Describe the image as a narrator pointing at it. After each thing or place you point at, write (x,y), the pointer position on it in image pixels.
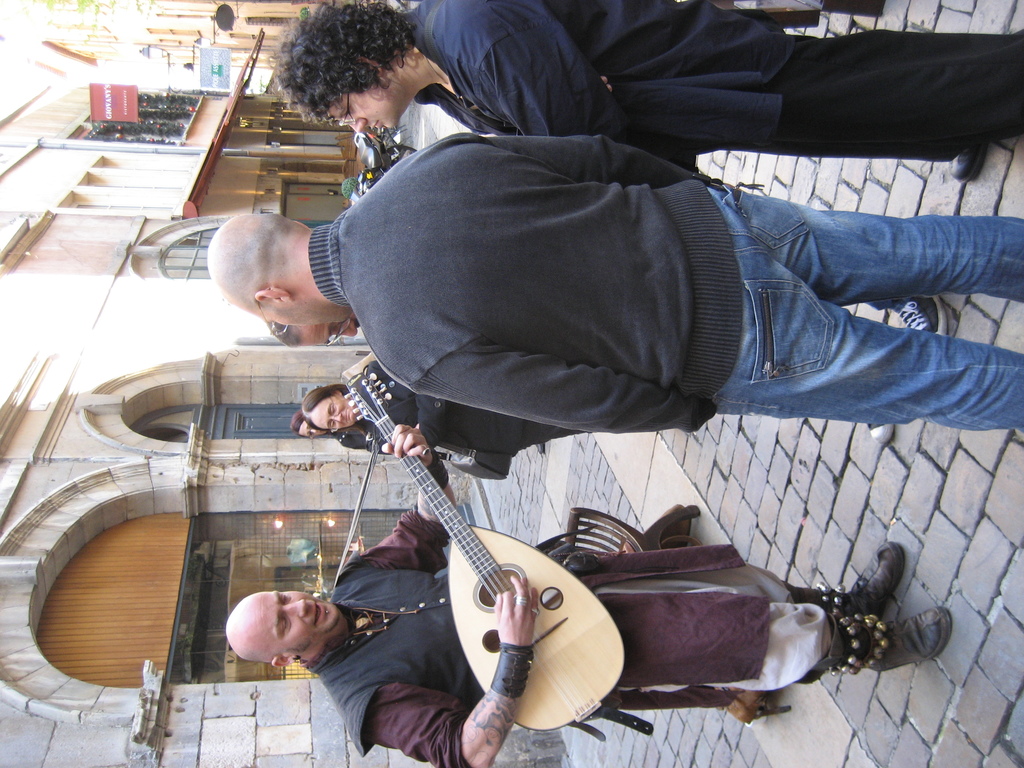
In this picture we can see some people (463,357) are standing on the ground (761,531) and a man (739,672) holding a musical instrument (470,588) with his hands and in the background (92,344) we can see name boards (206,62), buildings (89,210), some objects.
